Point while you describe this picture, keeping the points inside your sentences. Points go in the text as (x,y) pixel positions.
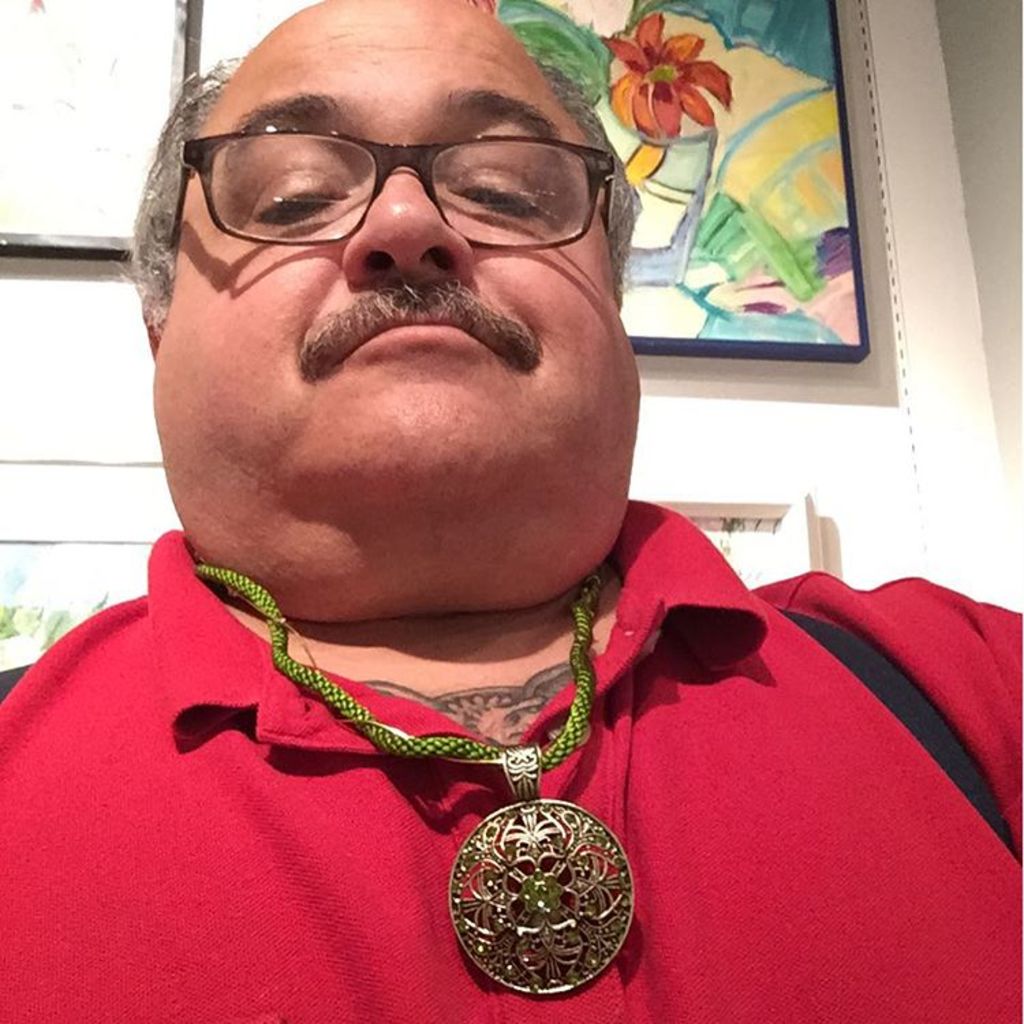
This image consists of a man (820,893) wearing a red T-shirt (752,912). And we can see a chain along with a locket (527,840). In the background (5,507), there are frames (107,468) on the wall (152,416).
